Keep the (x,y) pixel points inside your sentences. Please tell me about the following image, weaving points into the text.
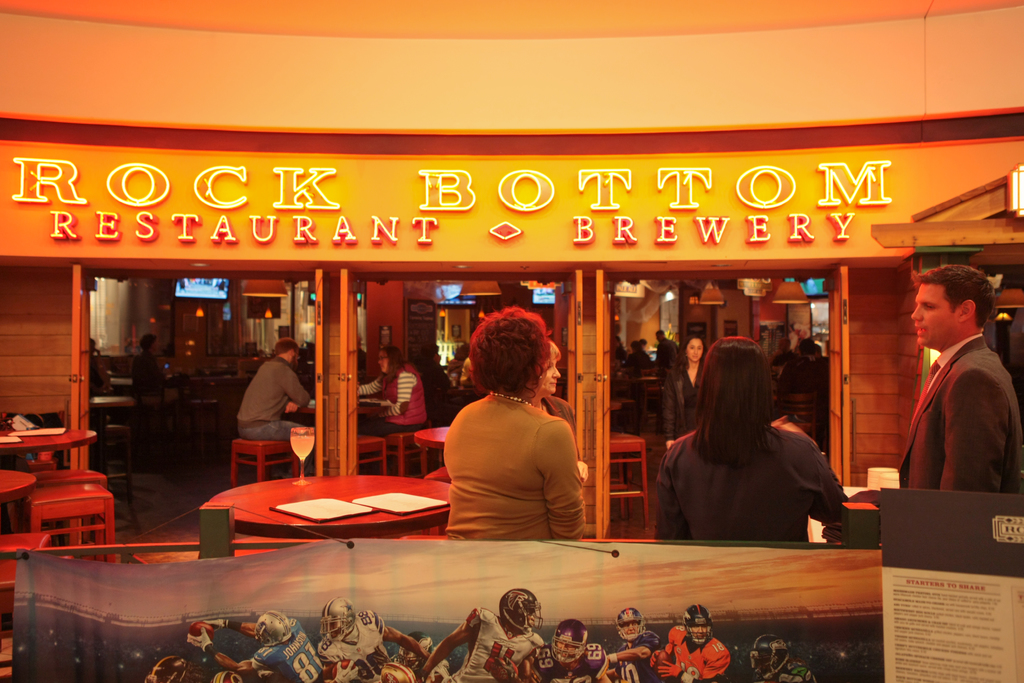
In front of the image there are banners (402,652). There are people (763,494) standing. There are tables (32,443). On top of it there are some objects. There are chairs (251,450). There are glass doors (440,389) through we can see a few people (258,430) sitting on the chairs (237,450) and a few people (678,419) standing. In the background of the image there are televisions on the wall (376,298). There are lamps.
